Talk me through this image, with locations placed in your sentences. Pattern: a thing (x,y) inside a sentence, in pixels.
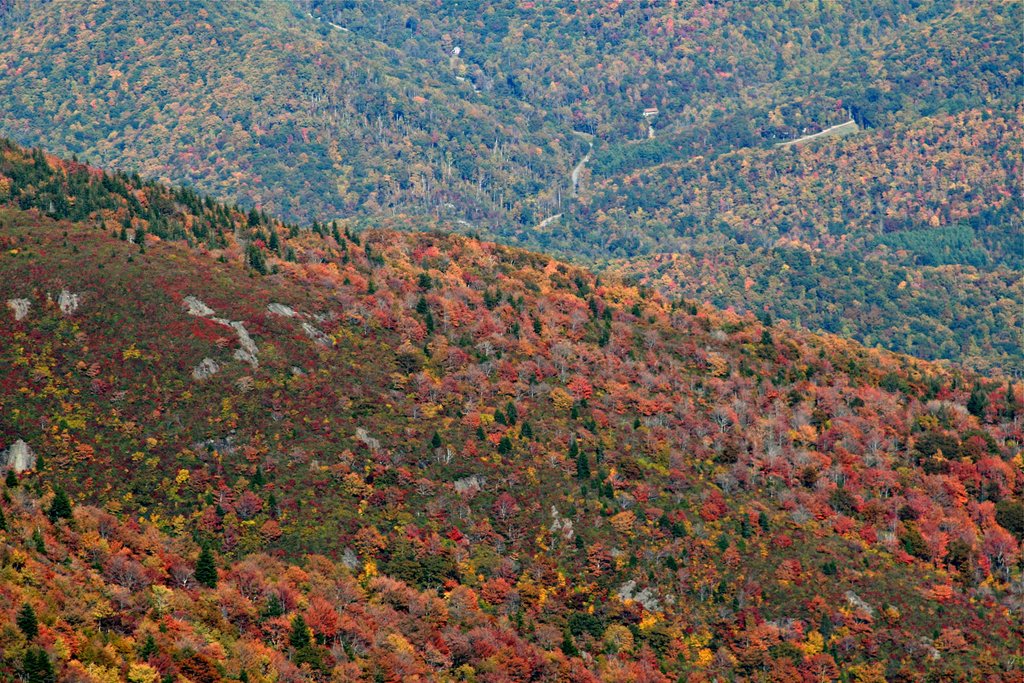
In this image we can see mountains (364,269) with trees (441,430).
